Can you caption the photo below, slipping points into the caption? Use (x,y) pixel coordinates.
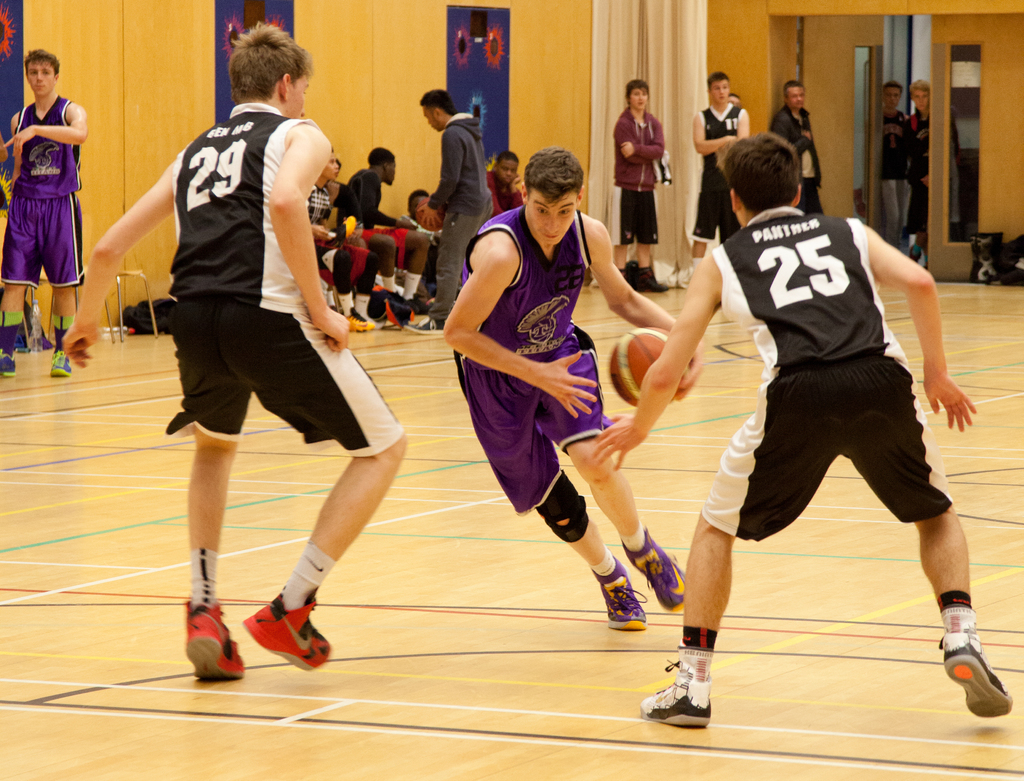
In the image there are few boys (293,225) in black jersey (775,297) and few boys (675,570) in purple jersey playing basketball on the basketball field (165,492) inside a hall (826,26), in the back (516,201) there are few persons (653,177) standing and sitting staring at the game.
